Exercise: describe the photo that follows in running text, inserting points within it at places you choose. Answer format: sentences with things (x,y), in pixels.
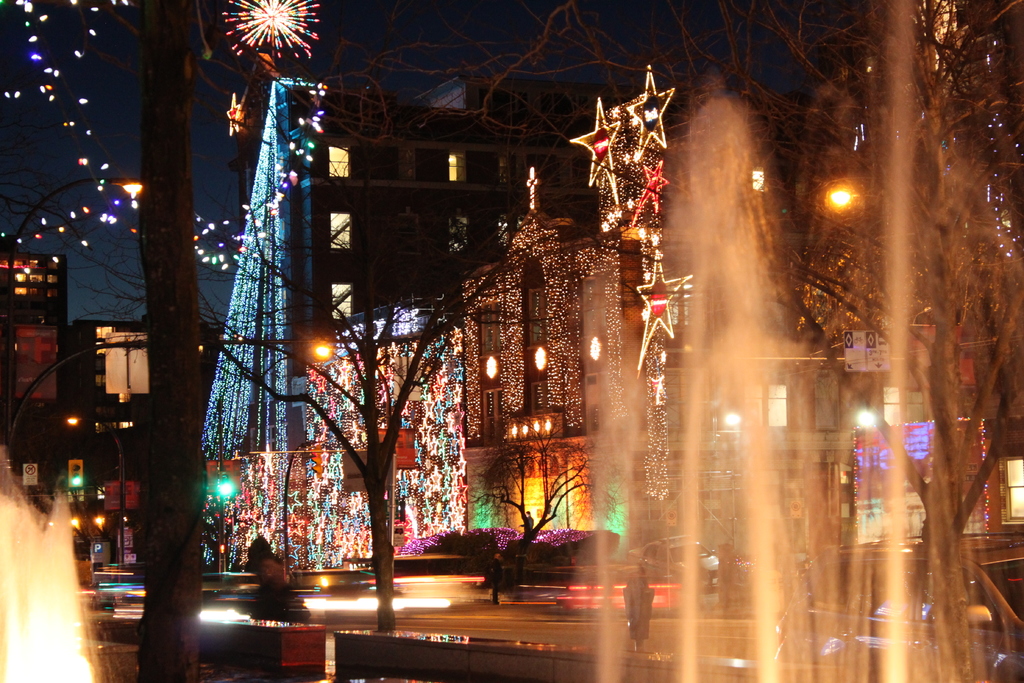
In this picture we can see buildings (417,347) with windows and decorative lights (226,407). In front of the buildings (496,321), there are street lights (7,420), trees (396,427), road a vehicle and benches (519,650). At the bottom of the image (6,635), it looks like a fountain (608,666). Behind the buildings (586,218), there is the sky (230,41).
